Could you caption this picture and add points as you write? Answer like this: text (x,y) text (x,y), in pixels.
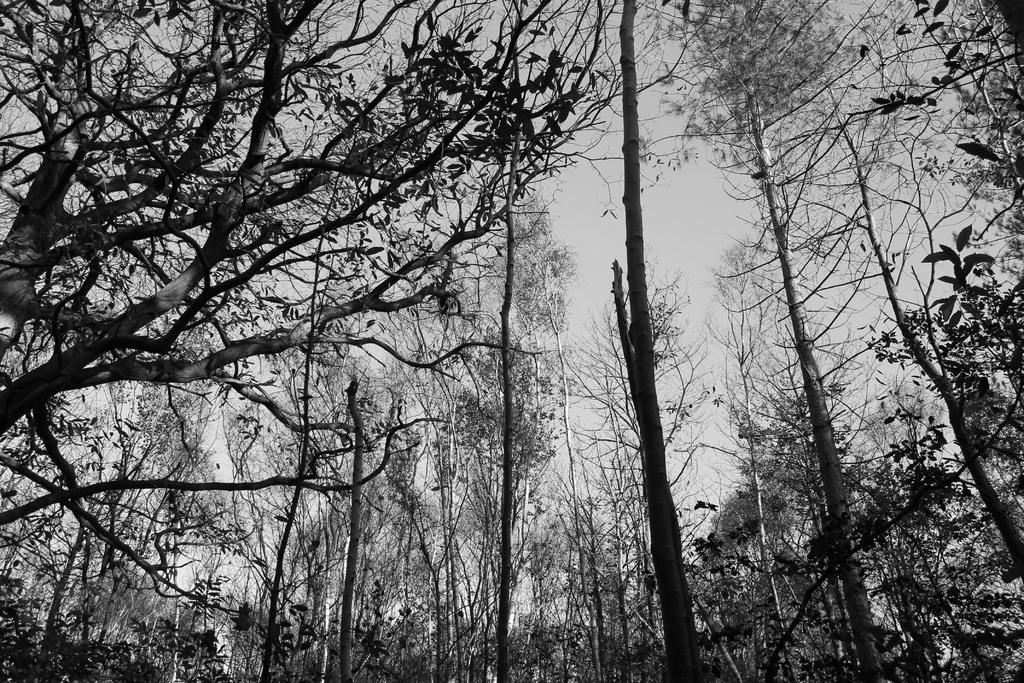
This is a black and white image, where there are trees (559,348), and in the background (495,26) there is sky (626,278).
